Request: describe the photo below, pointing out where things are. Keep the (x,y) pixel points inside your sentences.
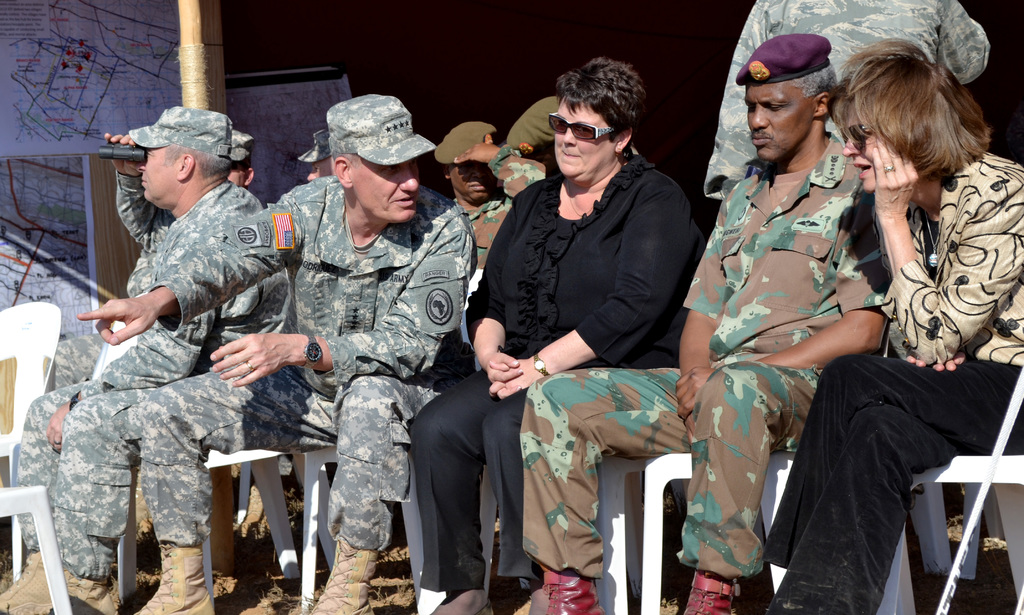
In this image we can see two ladies (937,360) sitting, next to them there are people (342,260) wearing uniforms (841,252). On the left (133,118) there are boards (91,150) placed on the wall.
